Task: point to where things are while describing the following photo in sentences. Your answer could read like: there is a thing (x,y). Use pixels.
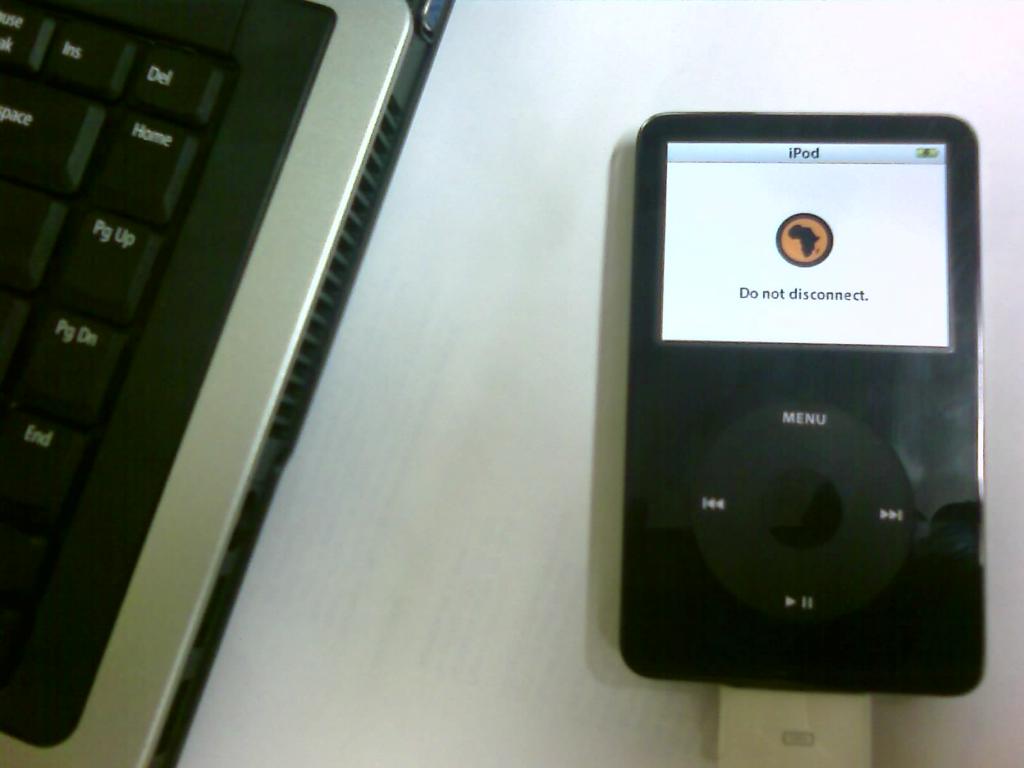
As we can see in the image there is a keyboard (175,209) and iPod (839,488).
